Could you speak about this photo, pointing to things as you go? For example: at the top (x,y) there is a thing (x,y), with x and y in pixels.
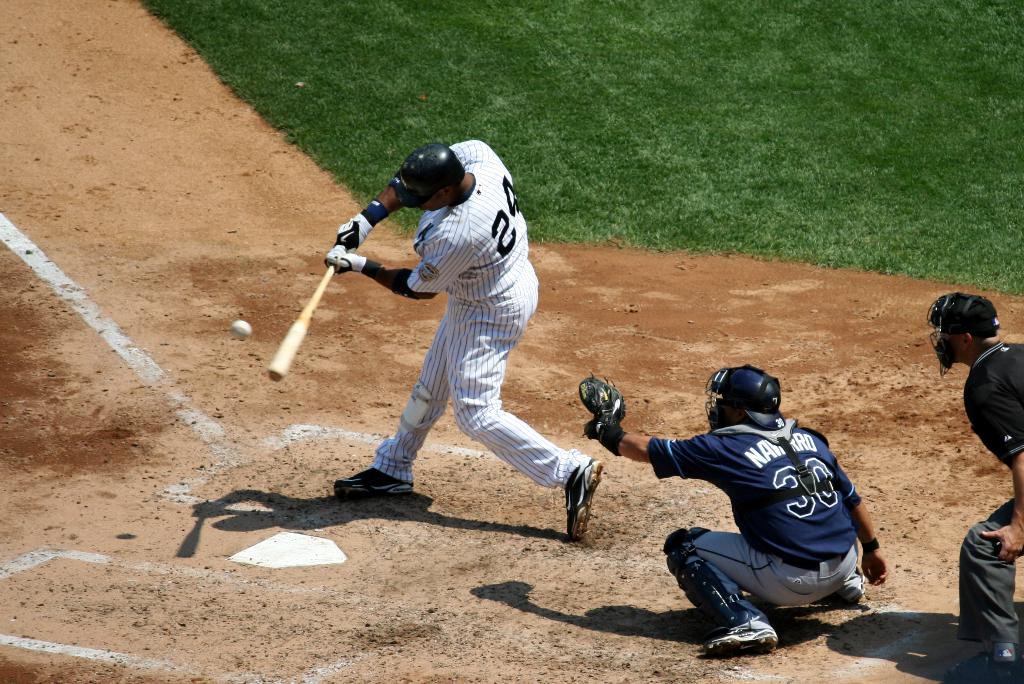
In the picture we can see three persons (1009,371) playing baseball and a person (459,374) wearing white color shirt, holding baseball stick (290,356) and there is a ball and there is grass (515,116).
